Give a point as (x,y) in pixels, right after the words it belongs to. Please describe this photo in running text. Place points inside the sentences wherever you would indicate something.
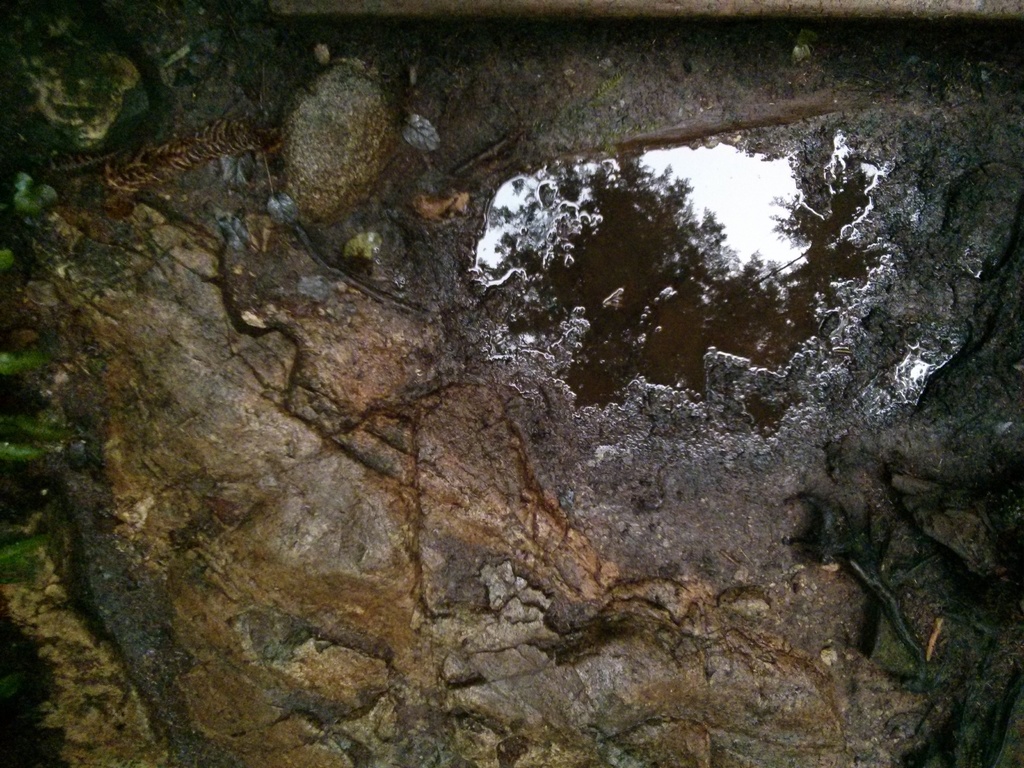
In the picture we can see the surface (238,559) of the rock (386,749), on it we can see some water (640,350), in it we can see the reflection (688,376) of the tree (694,348) and the sky (723,212).
